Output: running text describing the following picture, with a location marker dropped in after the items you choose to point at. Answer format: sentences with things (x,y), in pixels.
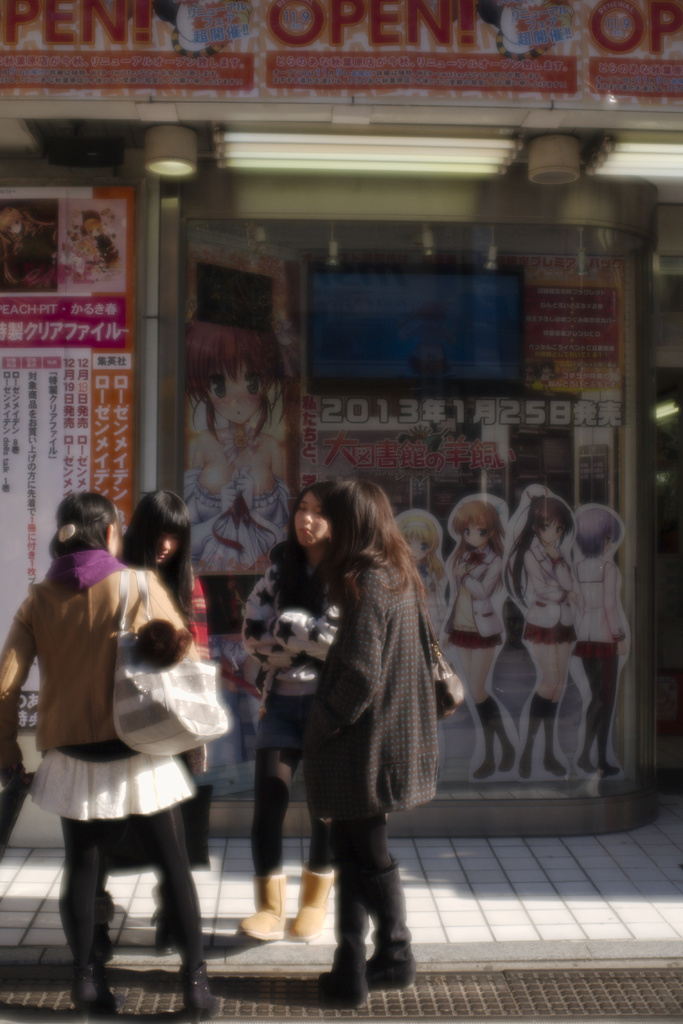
In this image, we can see four girls (354,684) standing. In the background (583,430), we can see posters (554,442) and we can see a light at the top (154,169).
